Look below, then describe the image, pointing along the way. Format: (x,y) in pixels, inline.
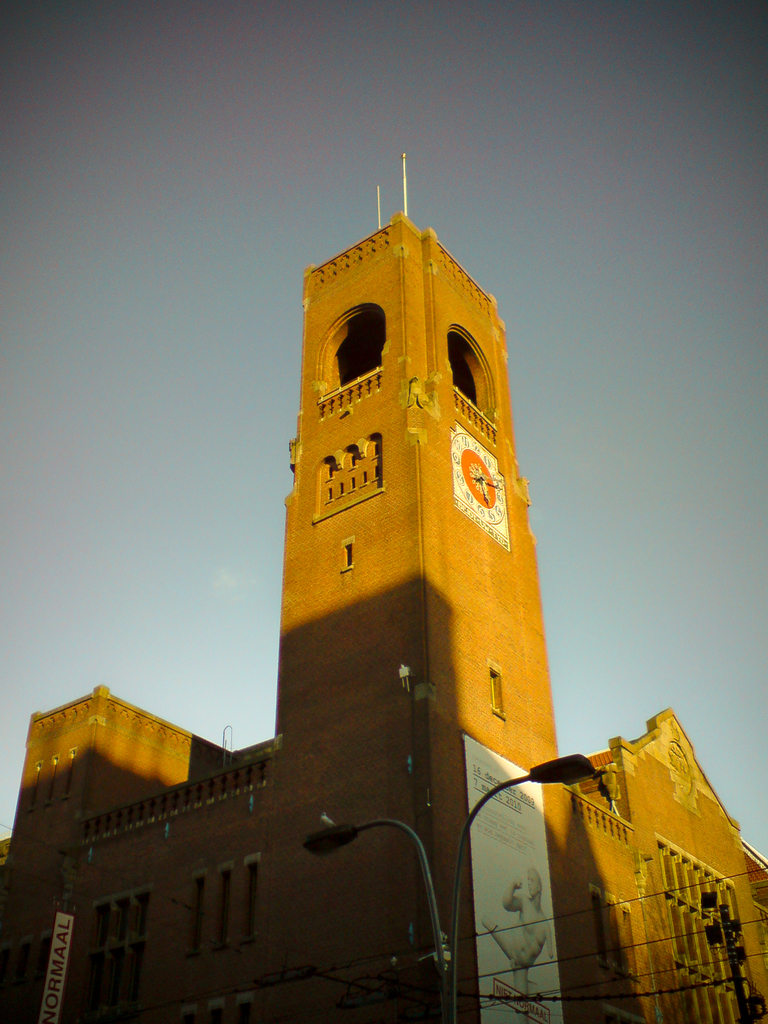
In the image we can see a building (401,635), electric wires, poster (536,879), light (442,1004), electric pole (460,871), clock (463,451) and a sky (506,230).
